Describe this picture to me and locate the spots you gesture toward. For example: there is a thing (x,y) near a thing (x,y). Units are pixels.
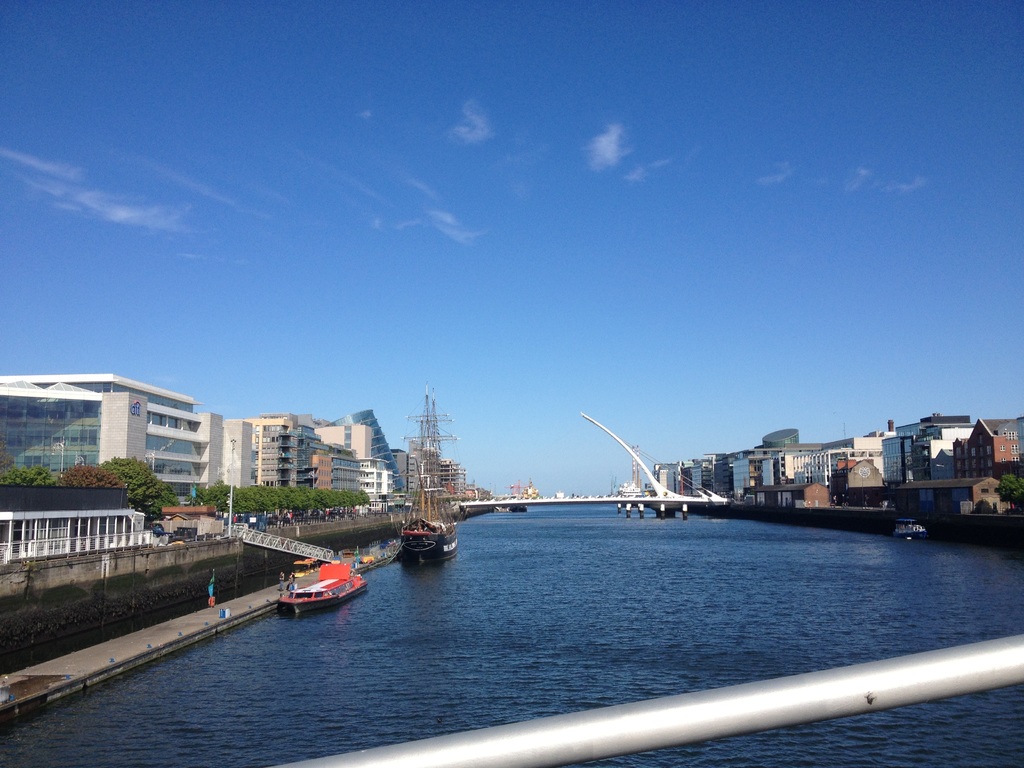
In this image I can see few building (240,474), trees (240,504), ships (427,396), water (349,608) and bridge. The sky (509,268) is in blue and white color.
